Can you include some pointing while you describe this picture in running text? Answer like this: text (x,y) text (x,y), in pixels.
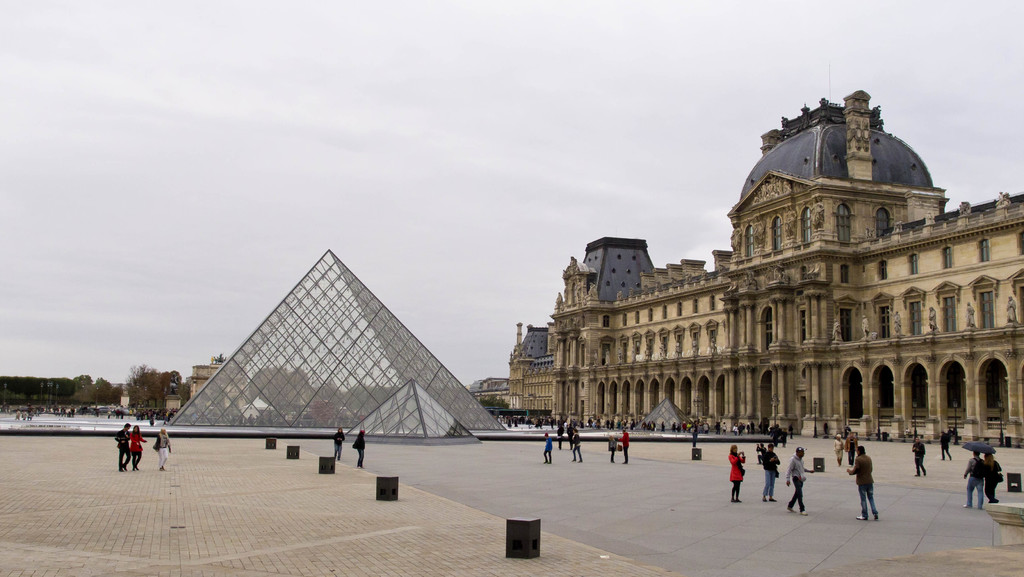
In this picture we can see a building (859,346) on the right side (859,346), there are some people (625,435) standing here, we can see a glass pyramid (397,404) here, in the background (62,388) there are some trees (108,392), we can see the sky (238,157) at the top of the picture (322,79), there is a pole (815,417) here, some of these people (868,467) are walking.
